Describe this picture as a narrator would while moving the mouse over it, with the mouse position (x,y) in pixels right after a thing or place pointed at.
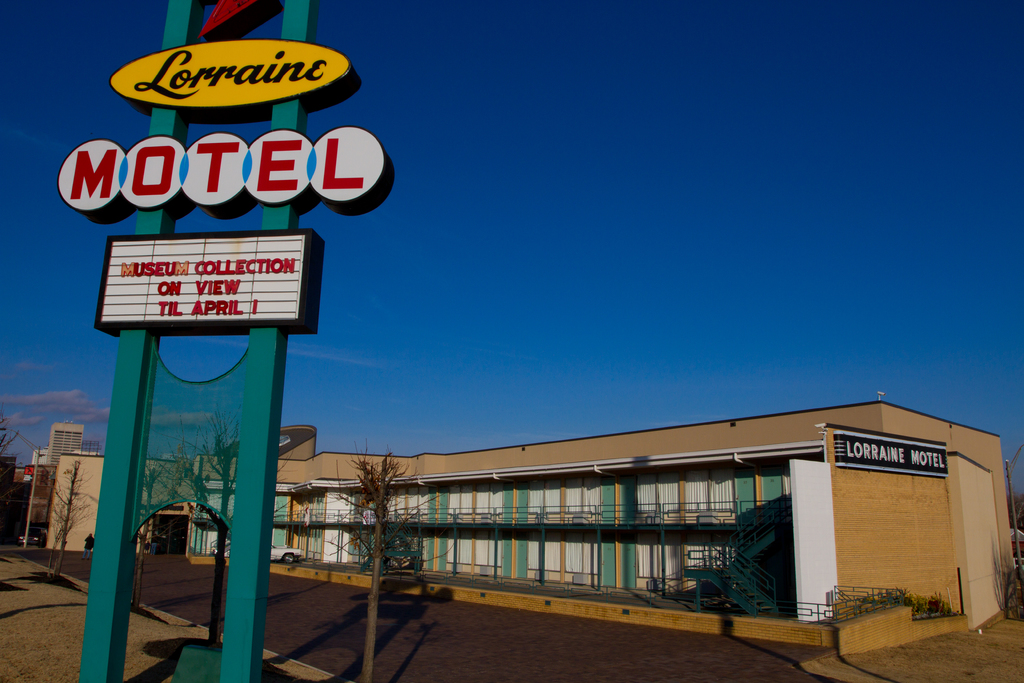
In this picture I can see buildings (303,550), there are vehicles (293,560) on the road (7,543), there are trees (67,522), and in the background (479,197) there is the sky (407,181).
